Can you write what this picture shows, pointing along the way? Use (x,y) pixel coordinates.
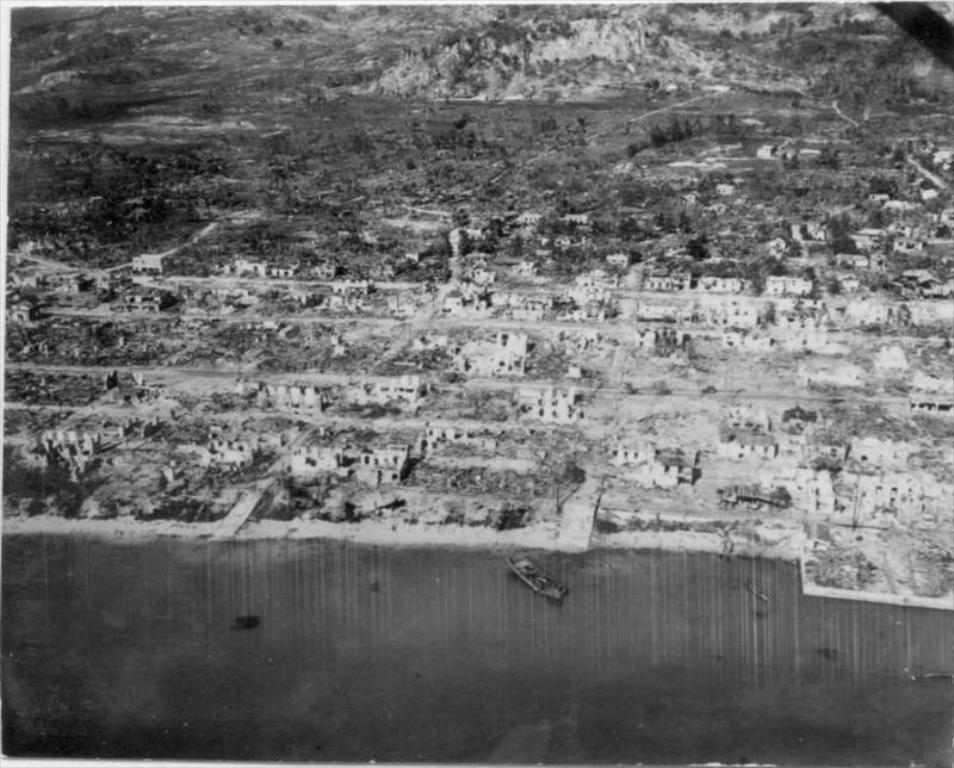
This is a black and white aerial view image of a small town (947,254), there are many buildings (314,449) all over the place with trees (443,166) in the background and in the front (315,630) there is a lake (528,637) with a ship (520,570) in it.
